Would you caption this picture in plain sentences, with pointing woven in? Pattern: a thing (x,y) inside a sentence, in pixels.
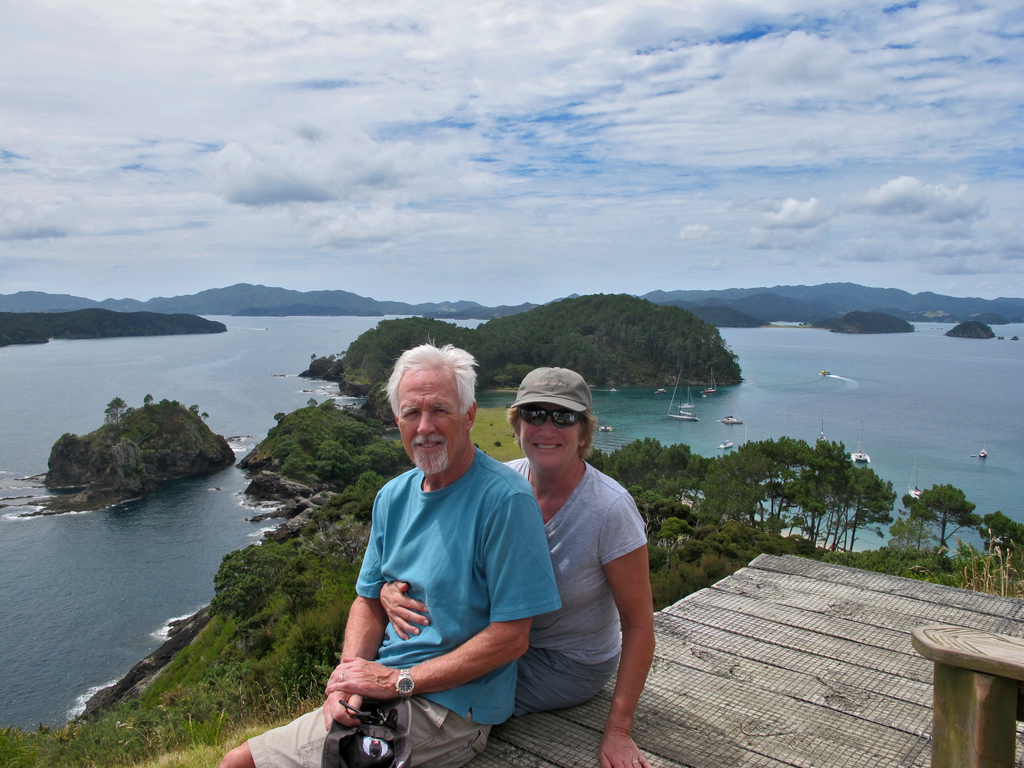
At the bottom of this image (562,574), there is a person (583,392) in gray color T-shirt (599,521), smiling, sitting on an edge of a wooden surface (682,614) and holding a person (388,502) who is in blue color T-shirt (448,520), smiling and sitting on the edge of the wooden surface (936,609). On the right side (974,719), there is a wooden object (935,650). In the background (663,366), there are boats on the water (991,401), there are mountains (933,309) and there are clouds (587,73) in the sky (360,83).
